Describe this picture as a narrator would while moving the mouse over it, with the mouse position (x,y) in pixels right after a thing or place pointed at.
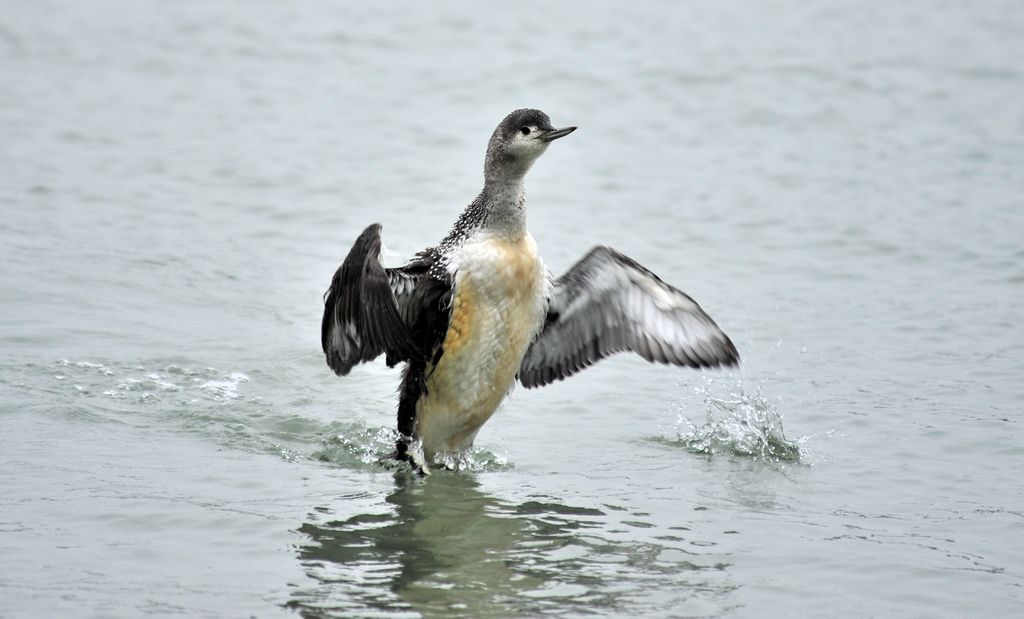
Here I can see a bird (442,348) on the water (410,518). The bird (638,348) is facing towards the right side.
